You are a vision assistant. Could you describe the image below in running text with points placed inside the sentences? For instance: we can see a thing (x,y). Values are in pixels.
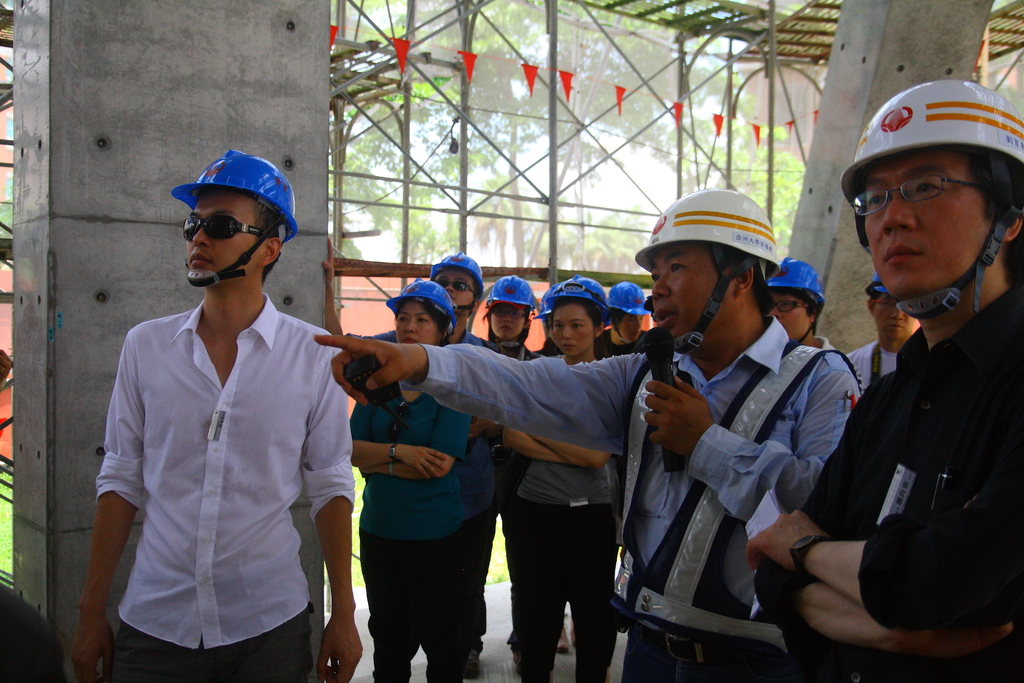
In the picture I can see group of people (608,407) are standing and wearing helmets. Among them the man (714,440) in the middle (682,447) is holding a microphone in the hand (698,433). In the background (159,207) I can see pillars (172,221), trees (514,185) and some other objects (534,188).
